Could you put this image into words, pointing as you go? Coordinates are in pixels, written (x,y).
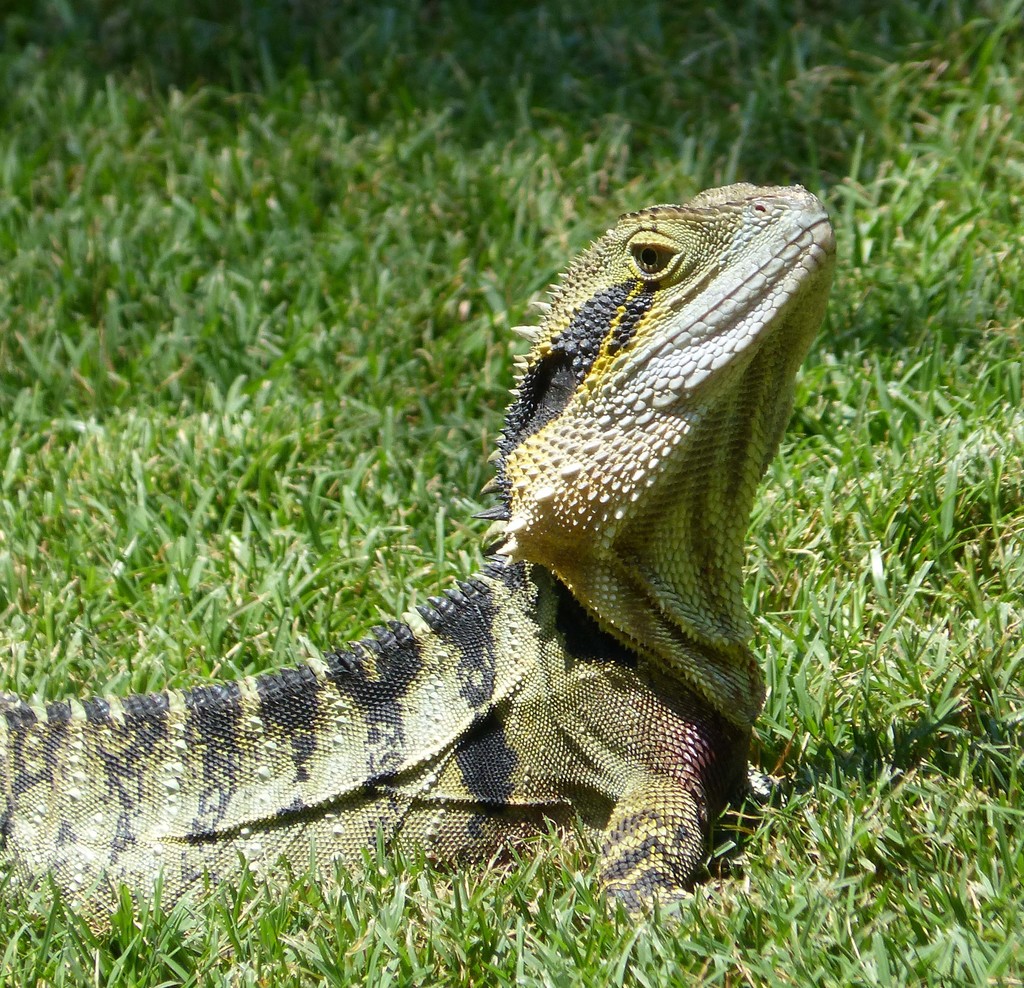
In the center of the image (390,646) we can see a dragon lizard (600,516). In the background of the image (162,132) we can see the grass (564,923).
